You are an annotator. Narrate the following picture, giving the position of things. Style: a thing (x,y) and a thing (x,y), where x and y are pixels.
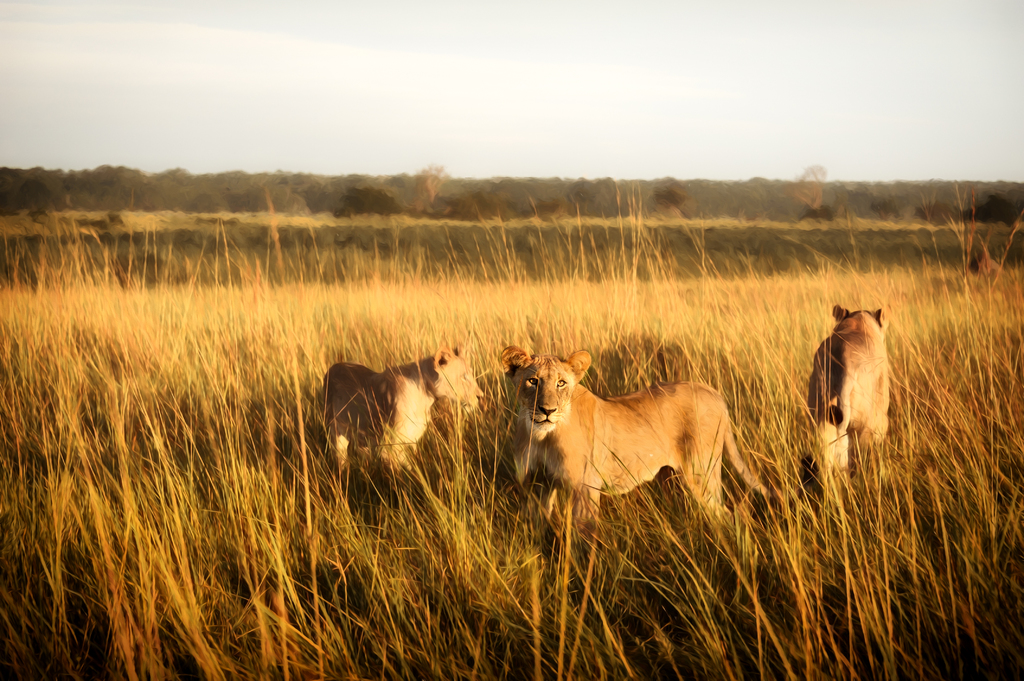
As we can see in the image there is grass (639,217) and animals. In the background (932,201) there are trees (62,182). On the top (561,131) there is sky (554,37).
